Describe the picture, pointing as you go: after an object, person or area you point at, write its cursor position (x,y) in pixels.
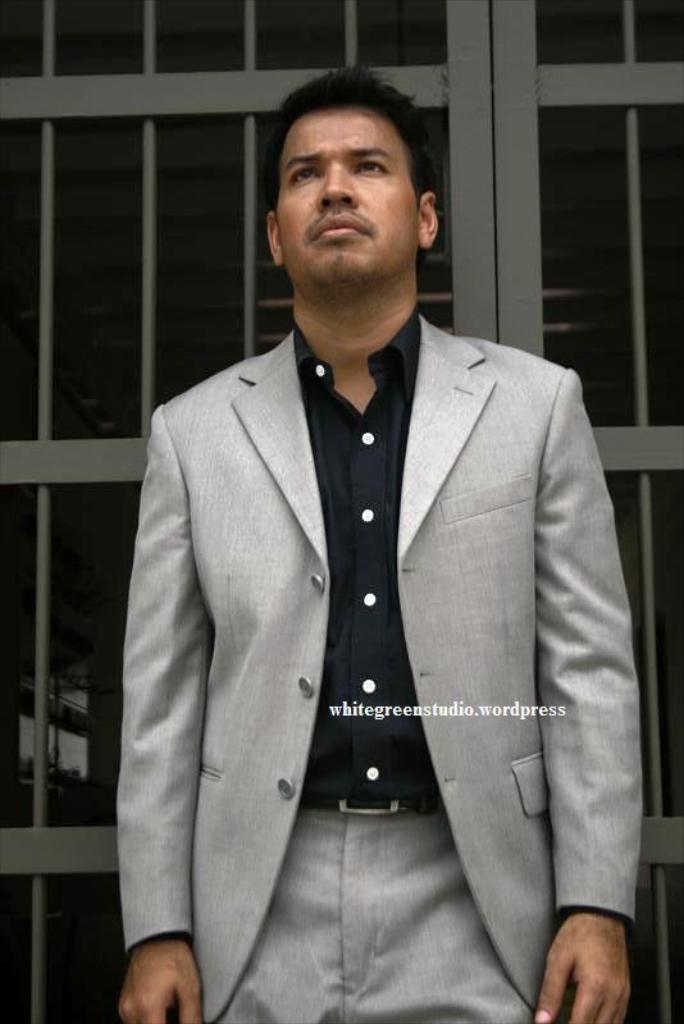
Here I can see a man (270,438) wearing a suit (217,711), standing and looking at the upwards. In the background (22,479) there is a metal frame (39,758). On this image, I can see some edited text (435,715).
